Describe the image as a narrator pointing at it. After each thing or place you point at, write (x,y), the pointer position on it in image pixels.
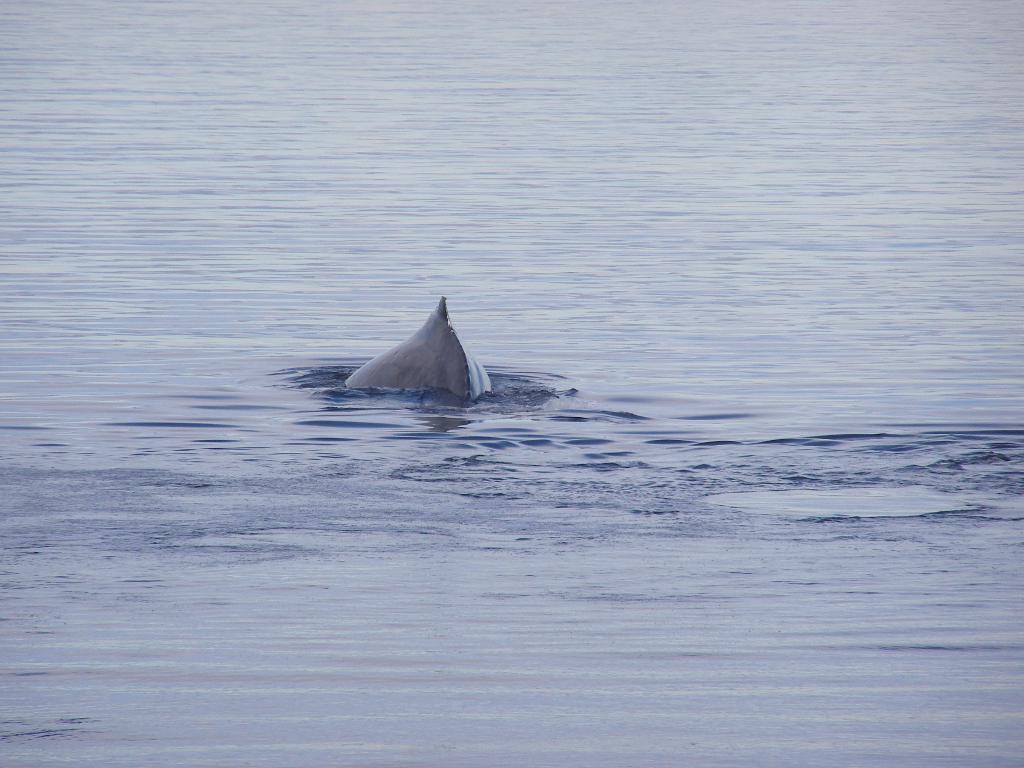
In the middle of this image (427,378) I can see a whale (445,376) in the water (448,238).
